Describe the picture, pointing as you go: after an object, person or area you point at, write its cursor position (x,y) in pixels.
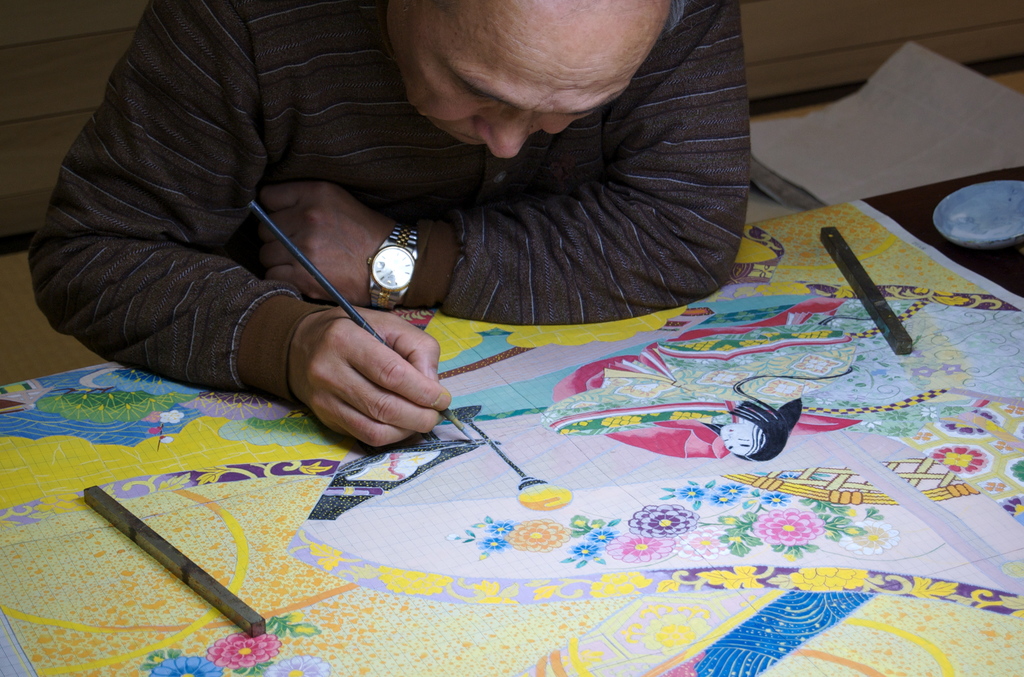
In this image there is a man (460,125), he is drawing a picture (885,660) on a sheet (930,636).
